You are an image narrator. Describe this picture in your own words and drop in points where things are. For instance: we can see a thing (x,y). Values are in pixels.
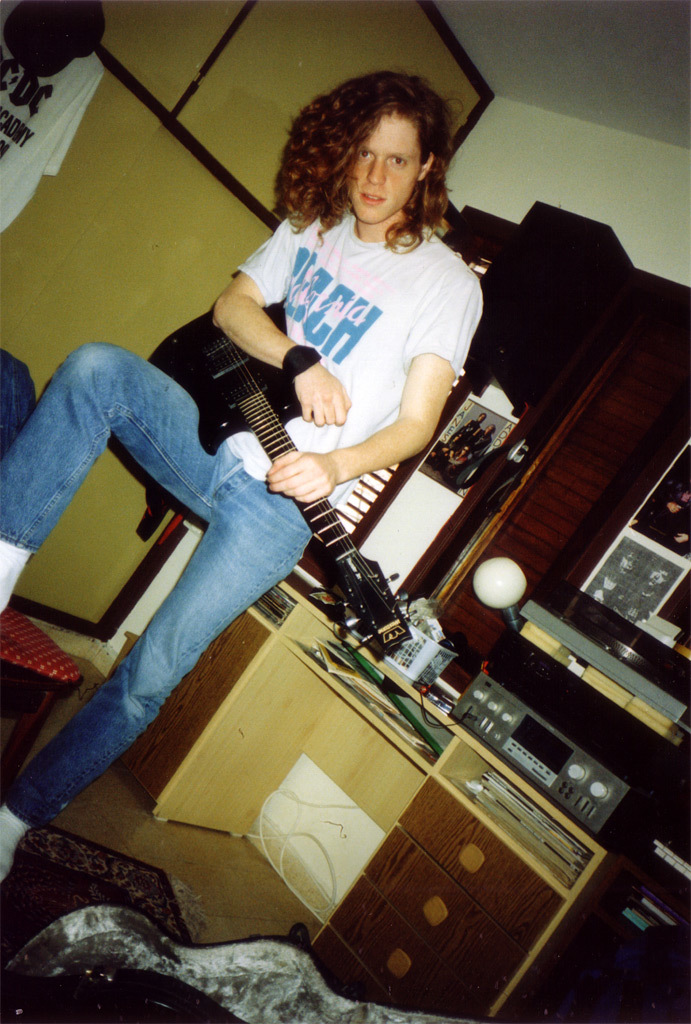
In this picture we can see a person (170,614) holding a guitar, here we can see a table (235,810), drawers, basket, some devices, light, photo frame (685,552), files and some objects (416,709) and in the background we can see a wall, cloth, cap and cupboards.
